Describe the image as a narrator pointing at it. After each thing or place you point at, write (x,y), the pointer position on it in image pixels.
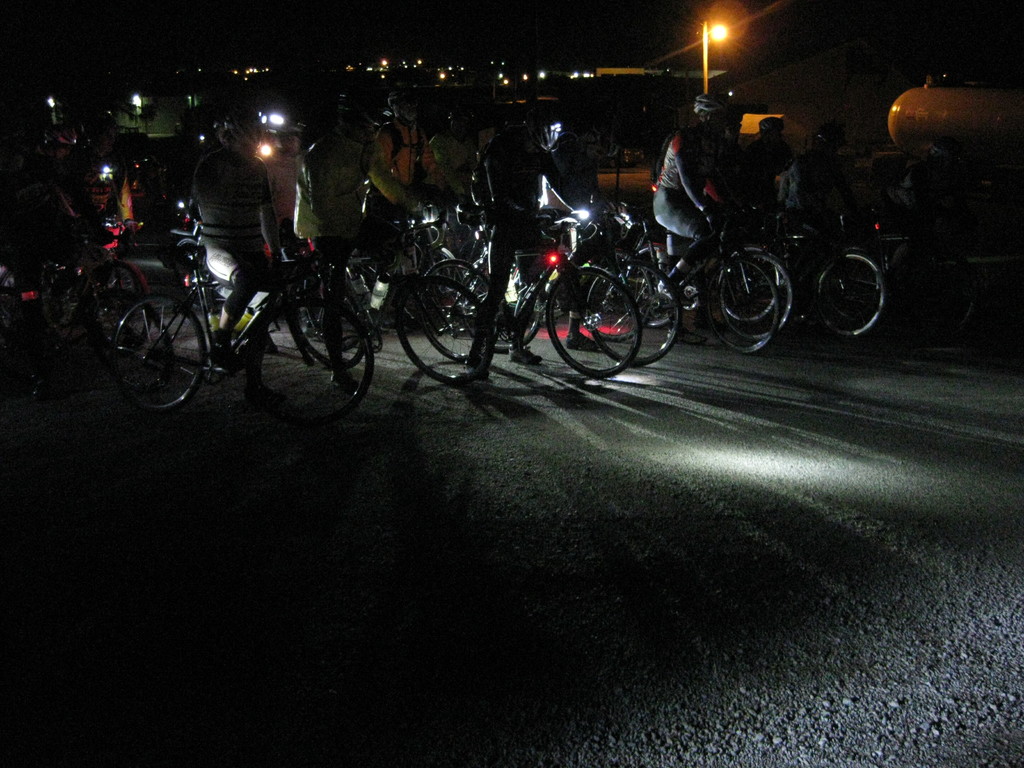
In this image I can see group of people (237,145) on bicycles (444,255), also they are wearing helmets (227,122). There are lights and there is a dark background (579,110).
